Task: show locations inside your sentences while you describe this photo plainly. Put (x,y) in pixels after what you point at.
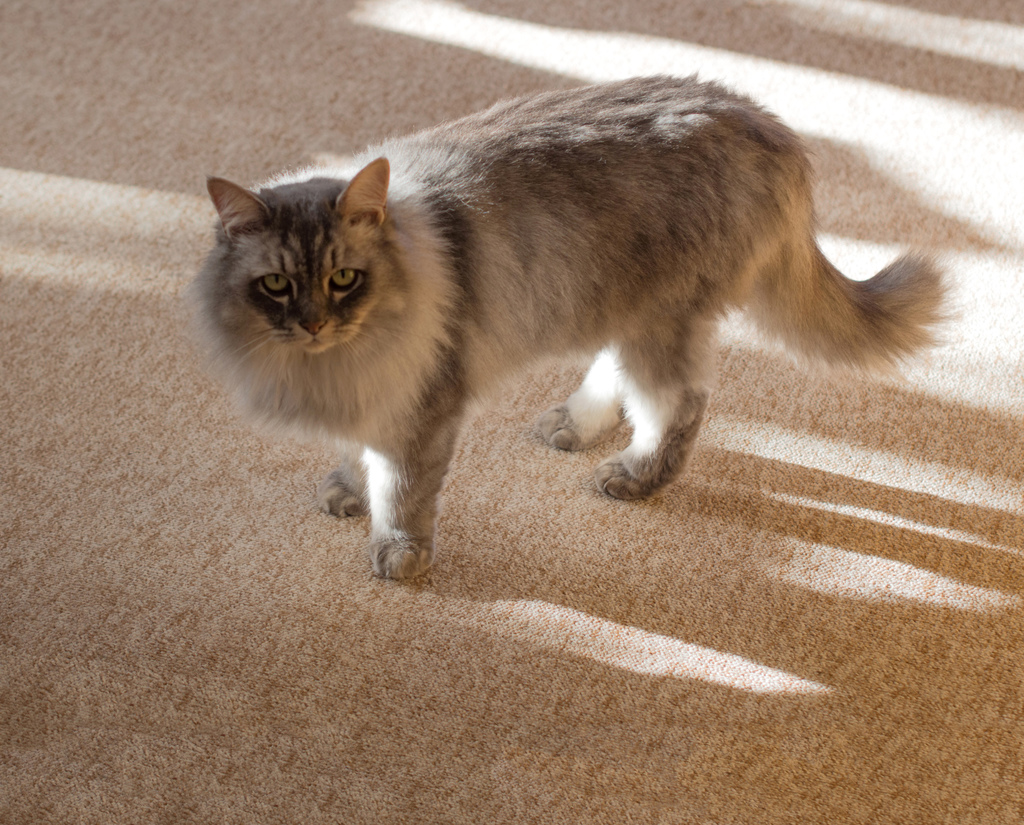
In this image there is a cat (610,113) standing on the carpet (515,670).
